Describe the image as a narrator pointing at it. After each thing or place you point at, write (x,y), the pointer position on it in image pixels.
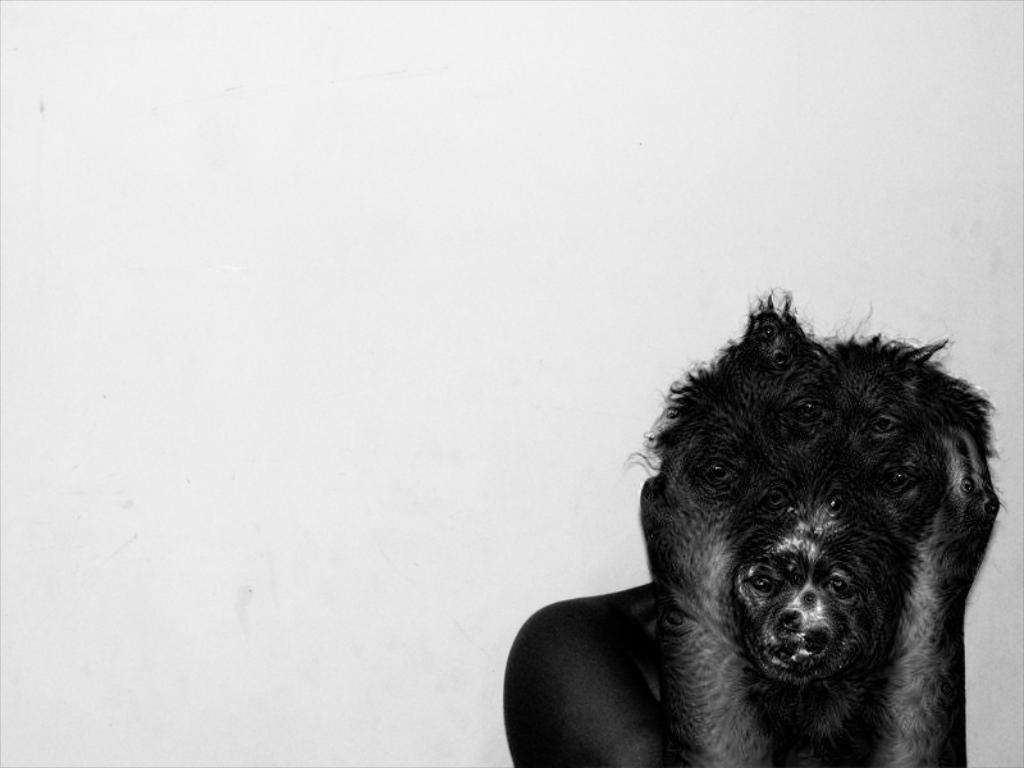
In this image we can see a person (651,559) wearing the animal mask (790,445). In the background (376,323) we can see the plain wall (930,125).
